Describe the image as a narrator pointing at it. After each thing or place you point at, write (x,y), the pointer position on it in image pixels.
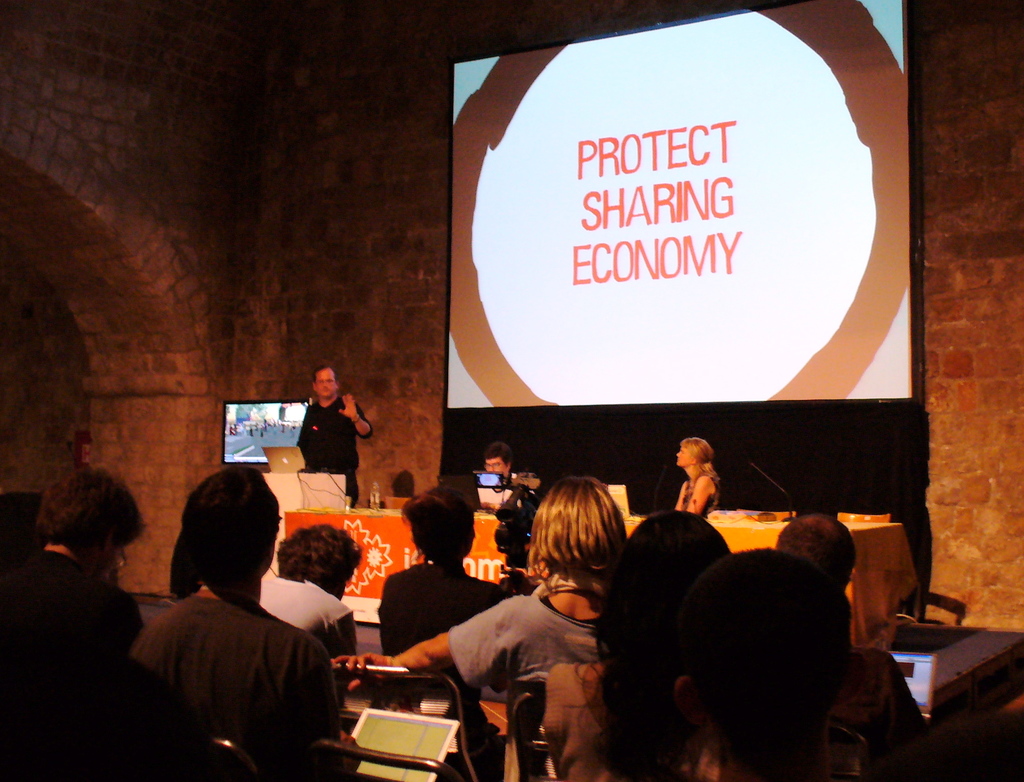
In this picture we can see some men (432,601) and women (437,649) sitting on the chairs (408,696). Behind we can see the man (338,430) wearing black t-shirt (337,448), standing and explaining. Behind there is a big projector screen (628,282). In the background (420,294) we can see brick wall (318,287).
